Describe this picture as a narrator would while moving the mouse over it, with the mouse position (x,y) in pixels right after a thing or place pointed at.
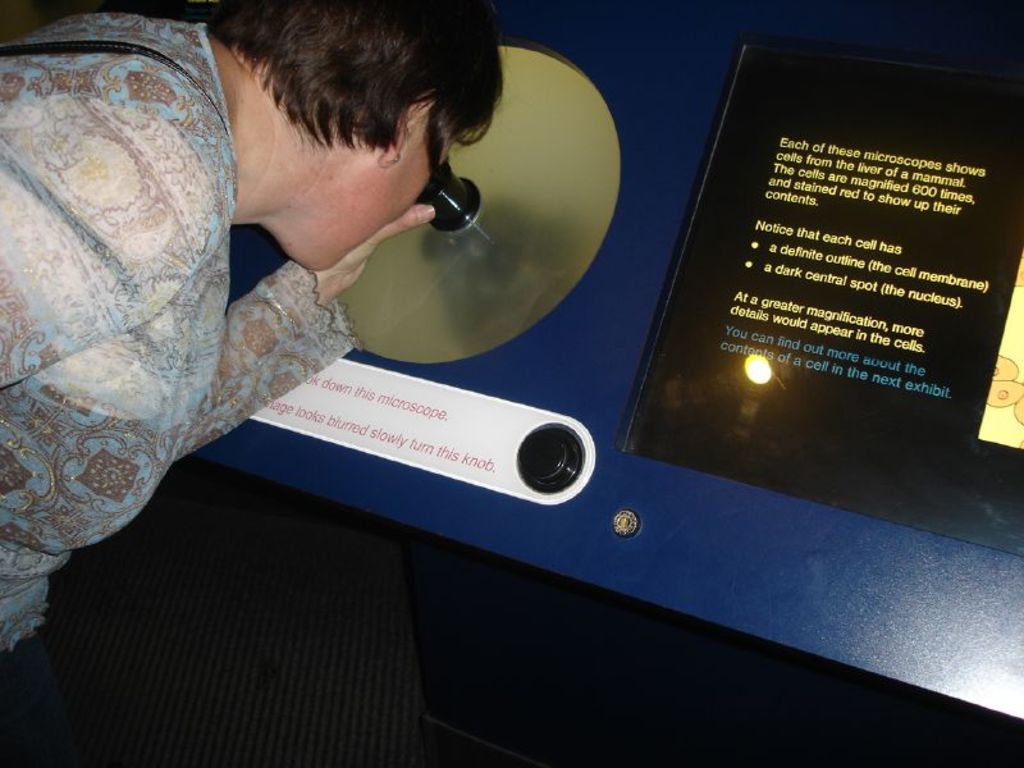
In this picture we can see one woman (197,344) is looking into the hole (475,214) which is placed on the board (491,249).
